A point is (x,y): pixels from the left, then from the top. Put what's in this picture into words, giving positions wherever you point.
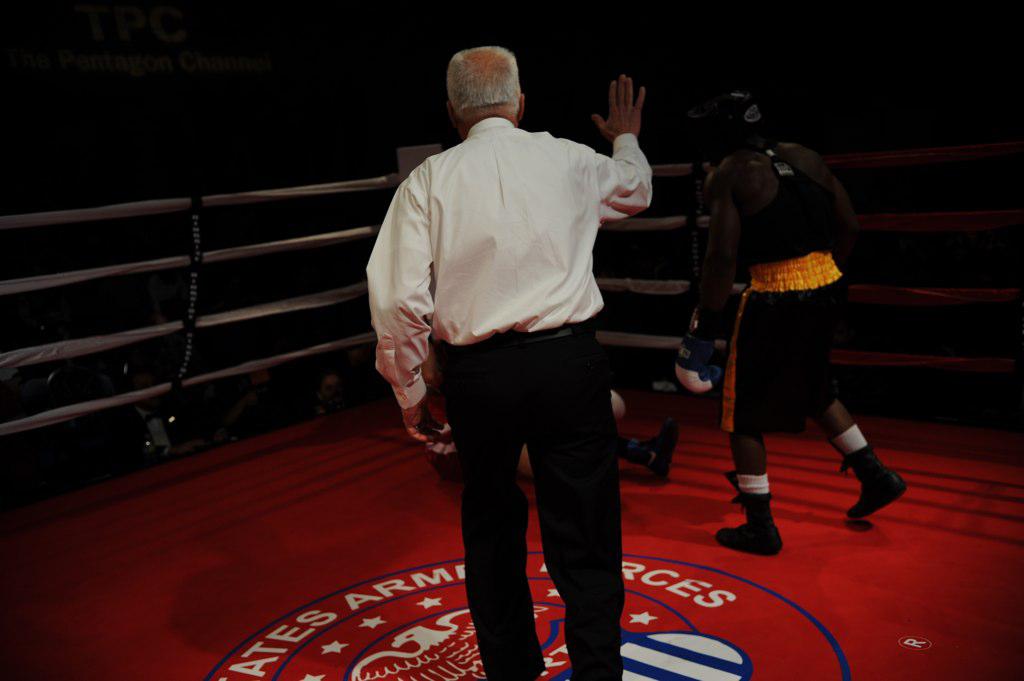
In this image I can see a person (446,283) standing wearing white shirt (533,262), black pant (574,431). Background (805,334) I can see the other person (792,327) standing wearing black dress (754,313) and the floor (249,594) is in red color and I can see dark background (215,62).
